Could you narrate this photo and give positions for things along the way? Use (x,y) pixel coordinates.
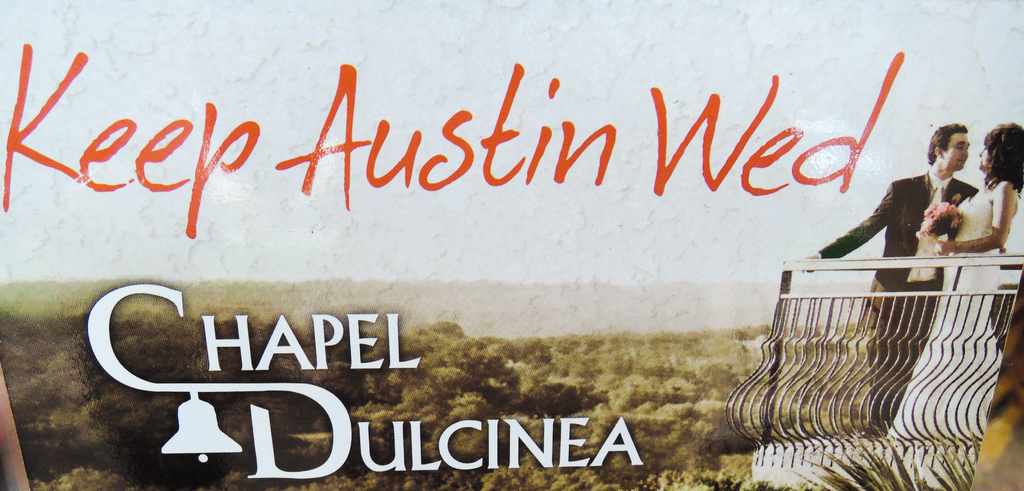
In this image there is a poster (435,395) in which there is a couple (907,203) standing on the floor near the railings (816,400).
